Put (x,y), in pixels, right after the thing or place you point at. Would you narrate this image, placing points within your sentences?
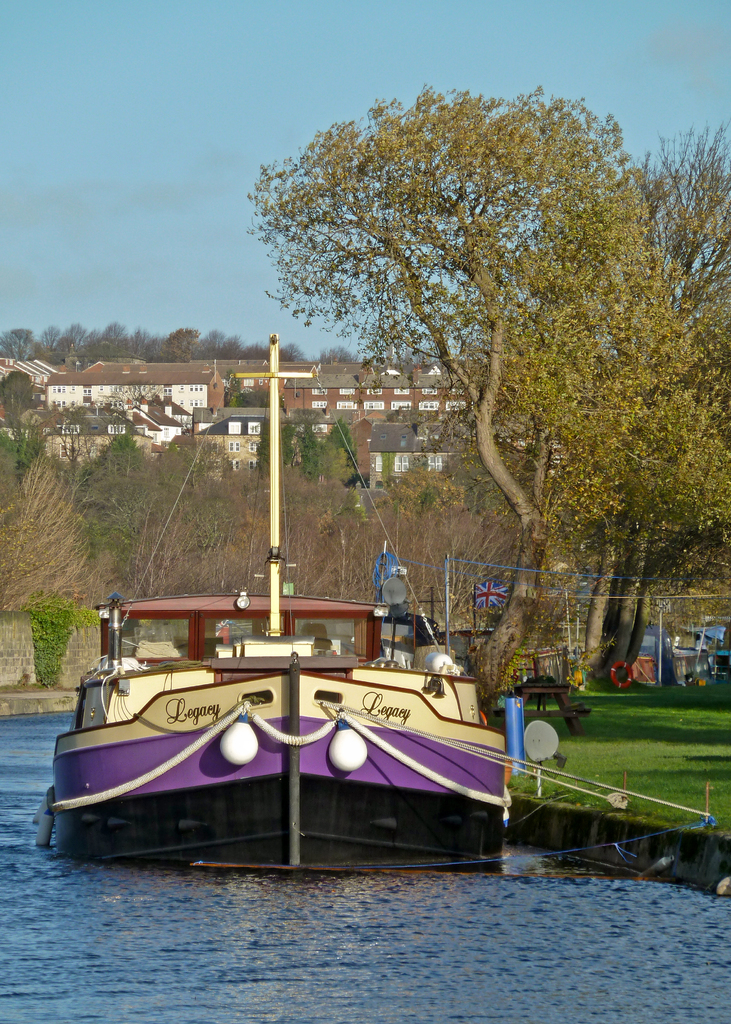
In this image we can see a boat (298,694) with ropes (496,799) is placed in the water (420,884). In the background (481,598), we can see a flag (481,598) on a pole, group of trees (468,493), buildings (283,416) and the sky (126,209).
